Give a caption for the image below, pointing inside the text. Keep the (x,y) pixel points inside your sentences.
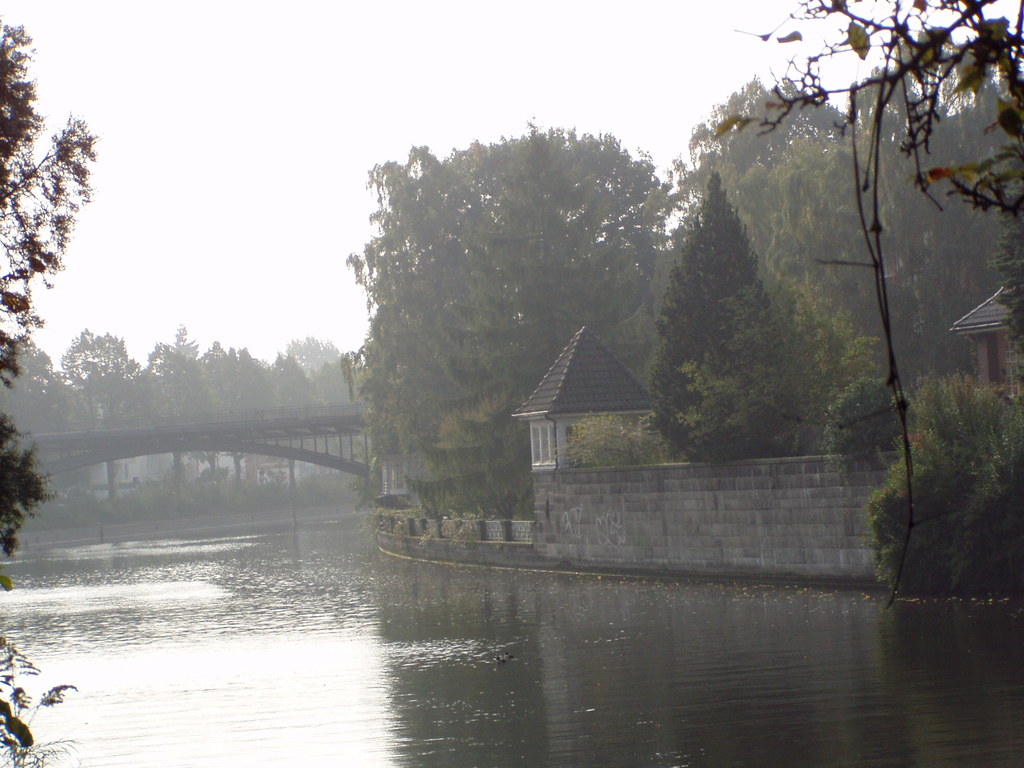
As we can see in the image there is water (385,581), trees (690,245), wall (729,553), houses (542,397), bridge (287,436) and sky (271,125).
